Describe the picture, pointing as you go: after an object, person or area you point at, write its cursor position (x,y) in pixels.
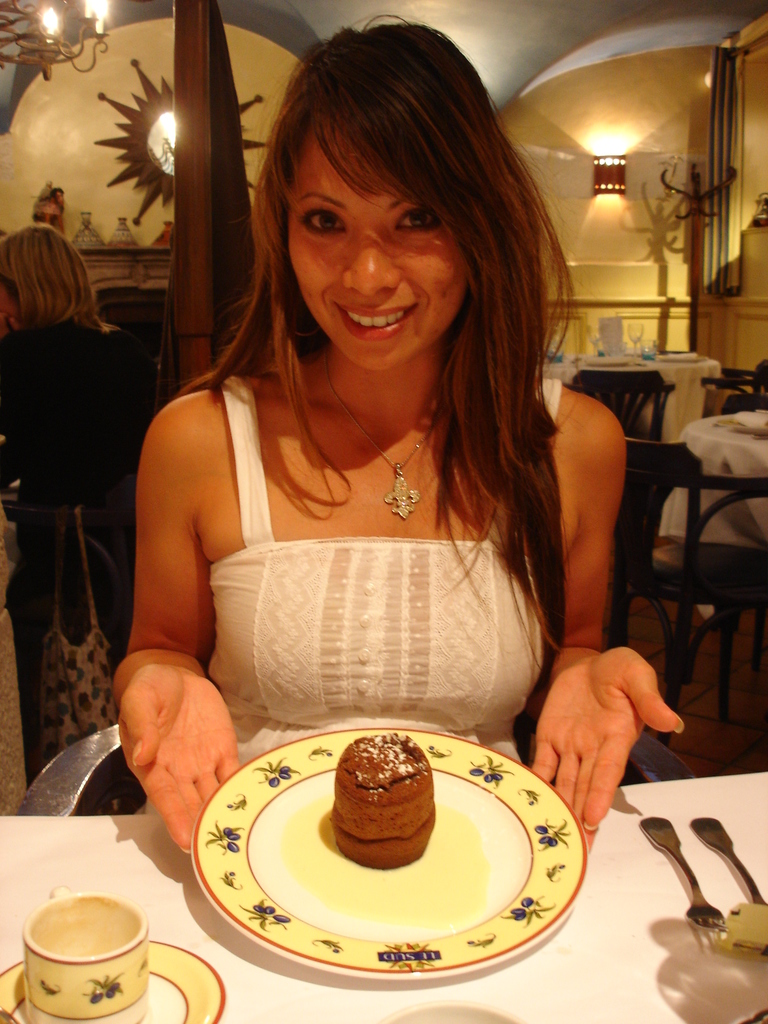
In this picture there is a lady (385,39) who is sitting on the chair (135,787) at the center of the image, by showing a plate (211,816) with her hands (544,764), there is a plate (301,830) on the table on which there is a cake (398,759), it seems to be a hotel (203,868).
